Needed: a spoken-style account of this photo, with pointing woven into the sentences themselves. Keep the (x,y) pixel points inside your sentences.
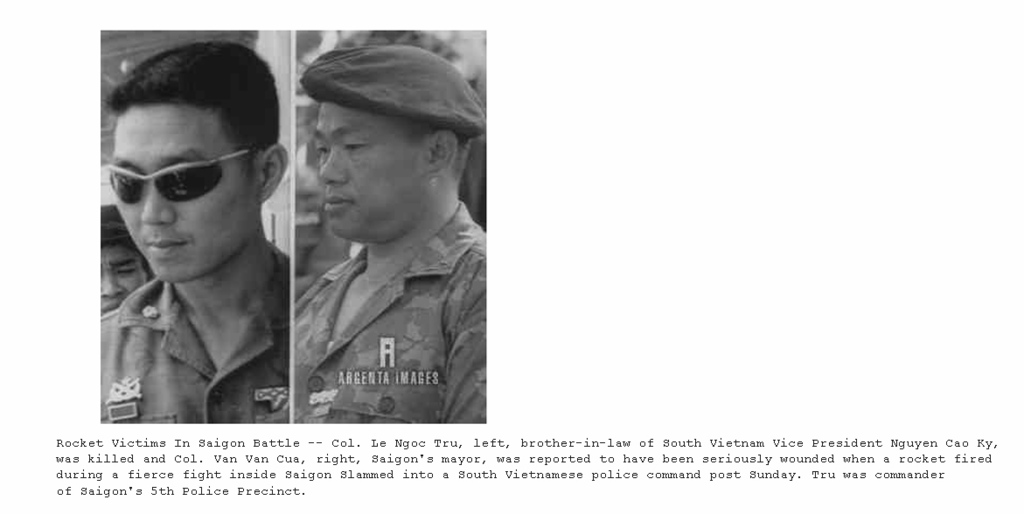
This is a black and white image. In this we can see two persons (269,270) and some written words (500,450).
